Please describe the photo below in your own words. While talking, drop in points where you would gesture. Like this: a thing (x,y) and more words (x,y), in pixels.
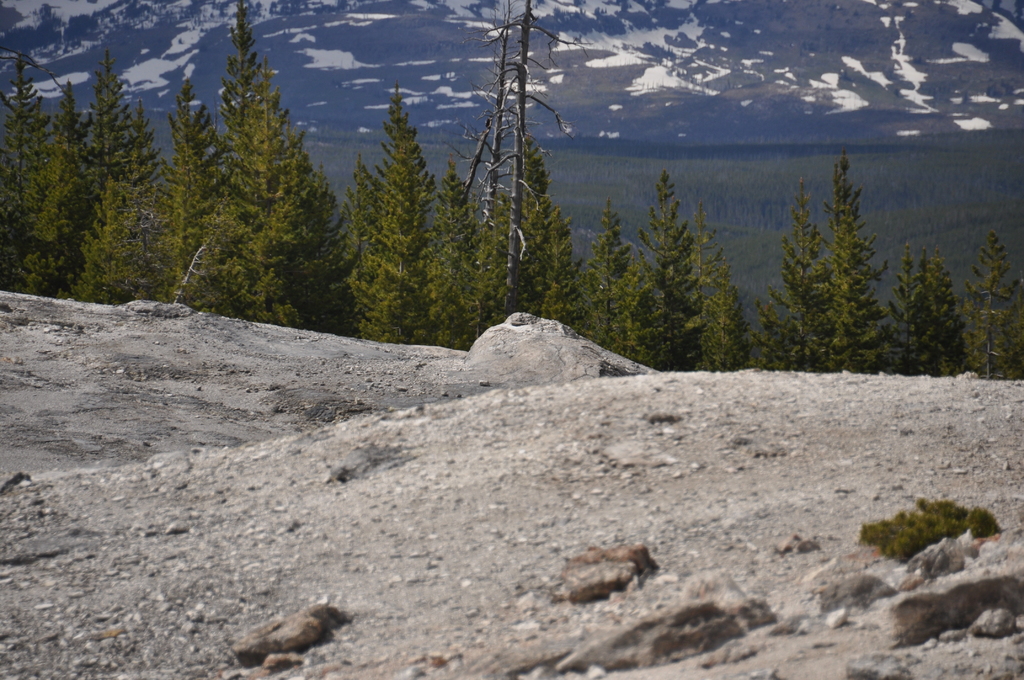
At the bottom (709,561), we see the stones (891,613) and the rock surface (502,471). In the middle (673,289), we see trees (574,272). There are trees (708,146) and the hills (630,83) in the background (301,72).
